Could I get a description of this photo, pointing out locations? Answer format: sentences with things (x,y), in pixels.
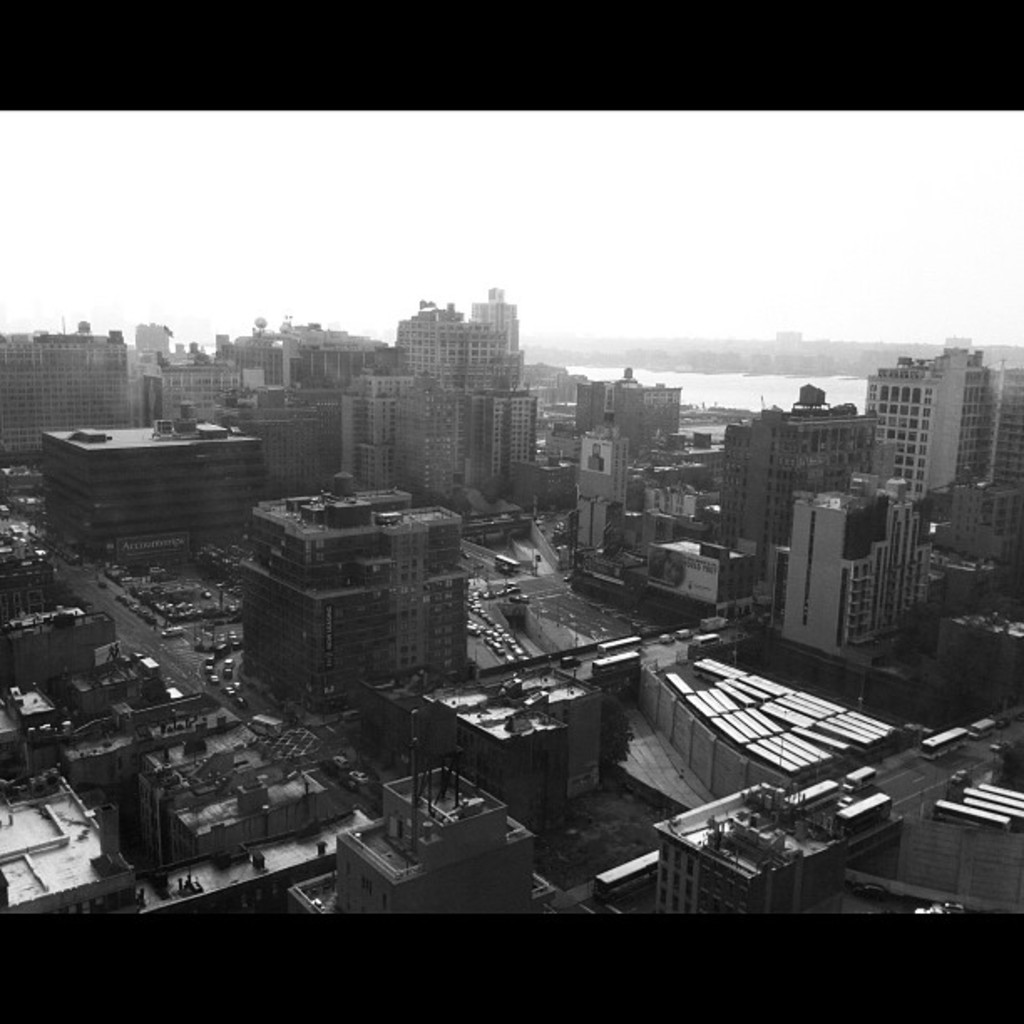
In this picture we can see some buildings (353,447), cars (145,617), buses (751,690) and some vehicles (761,702), there is the sky (318,149) at the top of the picture (432,253), it is a black and white picture.
